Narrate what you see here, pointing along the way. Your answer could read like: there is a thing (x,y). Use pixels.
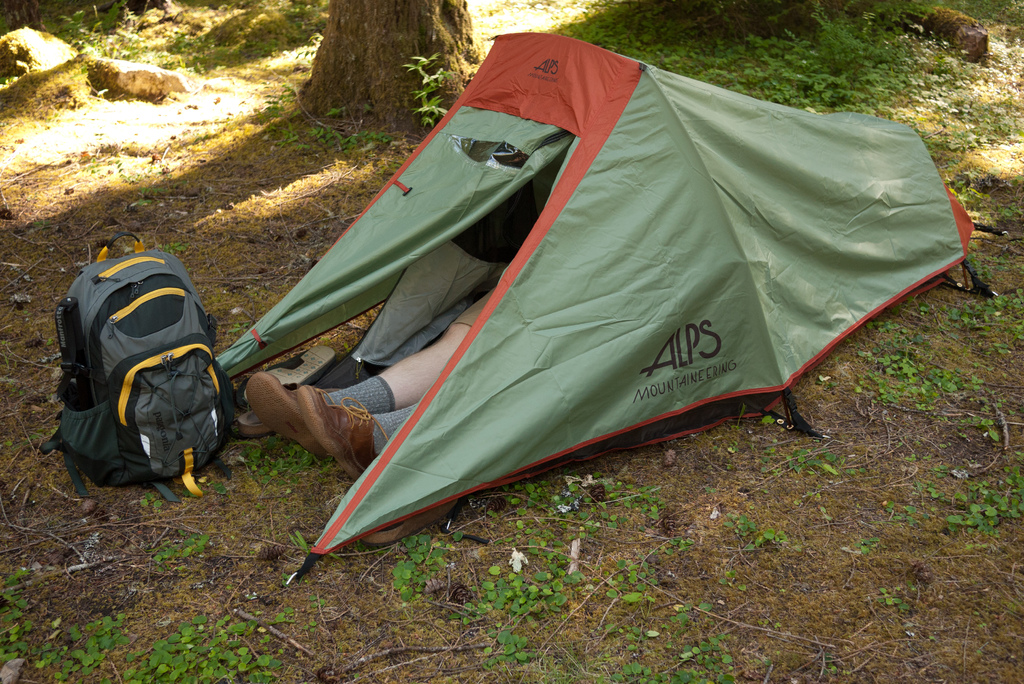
This is the picture of a place where we have a camping tent (713,173) in which there is a person (403,380) and in front of him there is a bag (166,461) and around there are some plants (120,53), trees (348,0) and some rocks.
